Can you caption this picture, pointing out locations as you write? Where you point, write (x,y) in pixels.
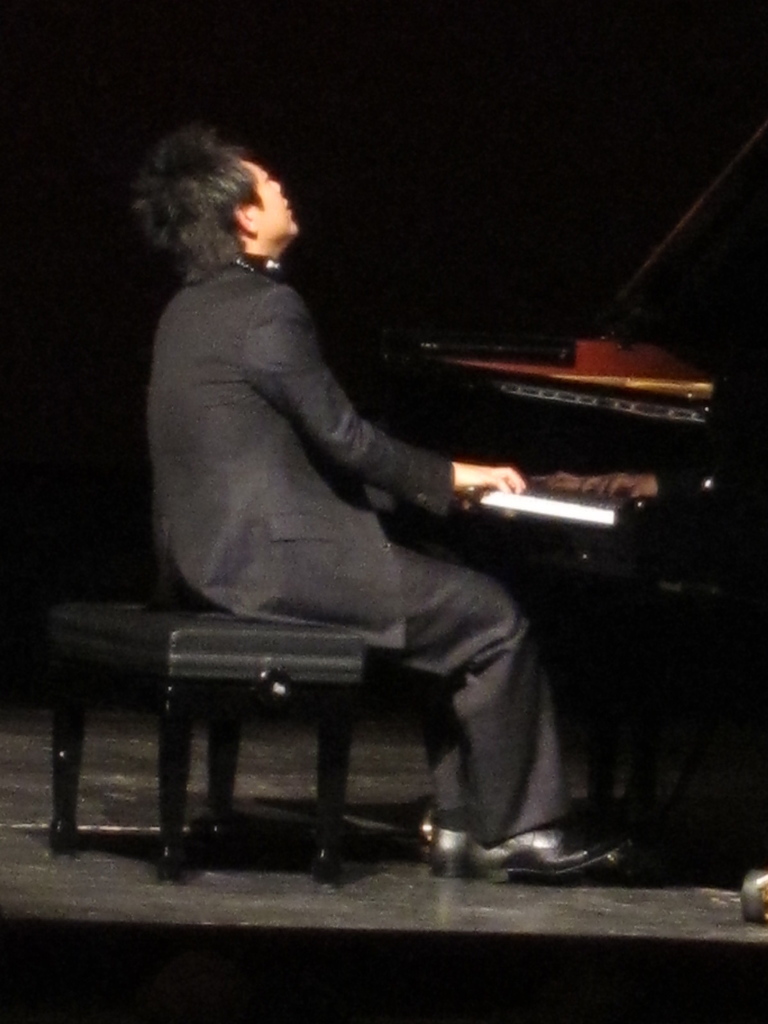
In this image we can see a person (262,534) sitting on the stool (213,726) near the piano (526,480).
